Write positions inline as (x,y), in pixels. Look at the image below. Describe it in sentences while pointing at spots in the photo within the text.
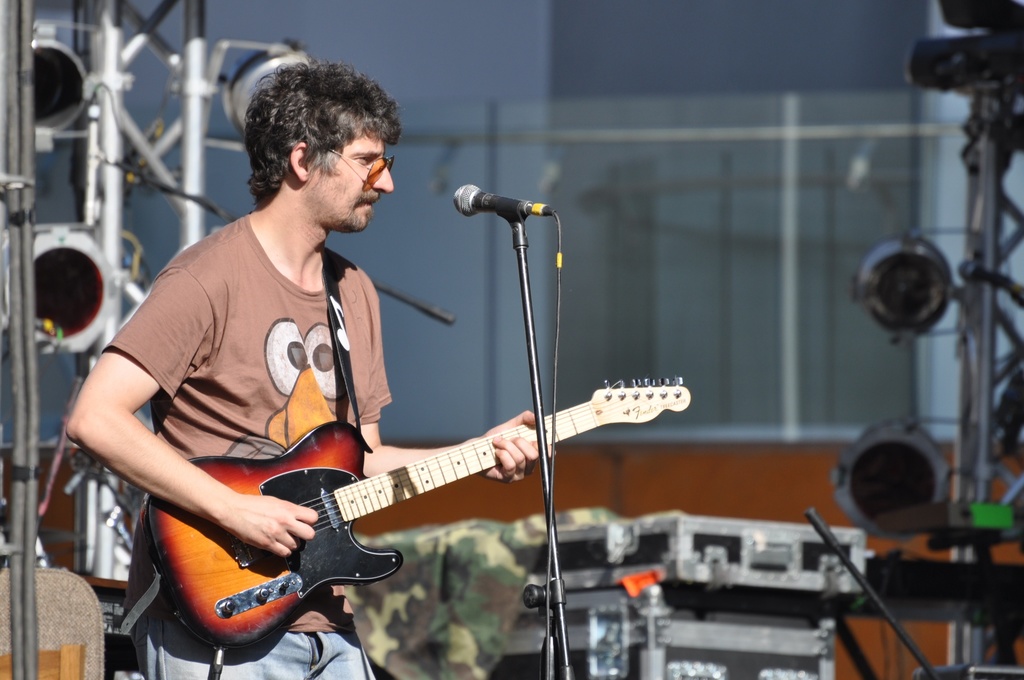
in this picture a person (323,293) is standing in front of a microphone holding a guitar (324,451) and playing the guitar (340,528) here there are many music systems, sound boxes (691,556).
